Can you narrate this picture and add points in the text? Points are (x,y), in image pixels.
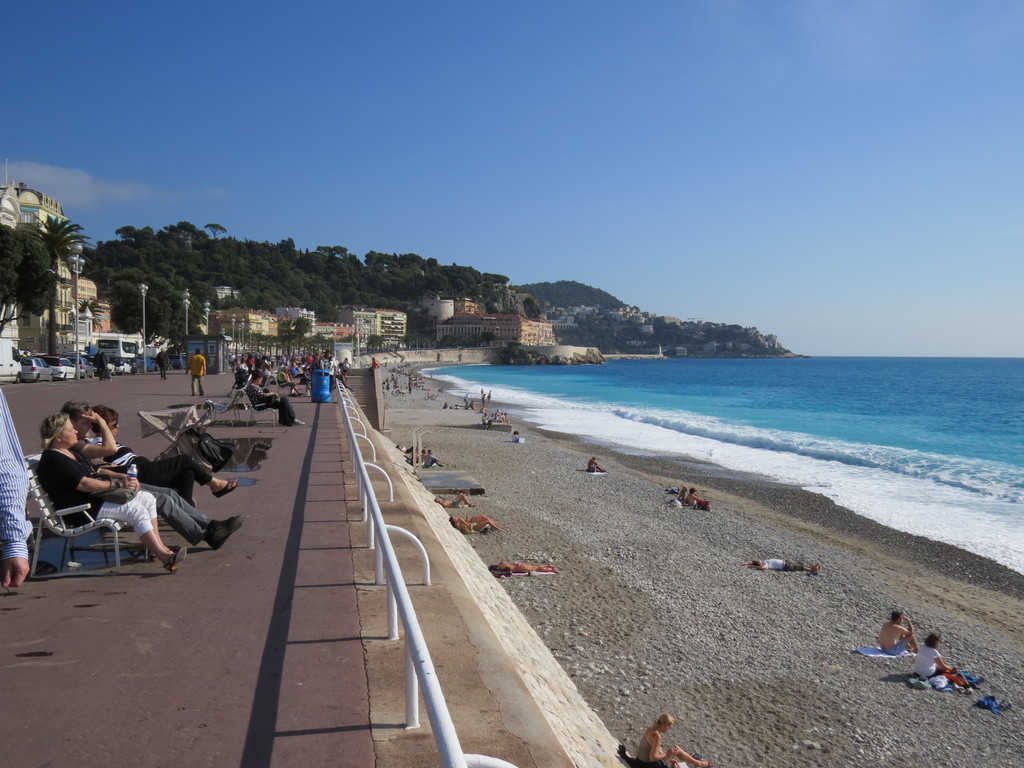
In this image I can see few buildings (391,328), windows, trees (178,296), light poles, few people (1,441), few vehicles (102,343), stairs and few objects (76,507). I can see few people (78,487) are sitting and few people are walking. I can see the water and the sky (445,57).
